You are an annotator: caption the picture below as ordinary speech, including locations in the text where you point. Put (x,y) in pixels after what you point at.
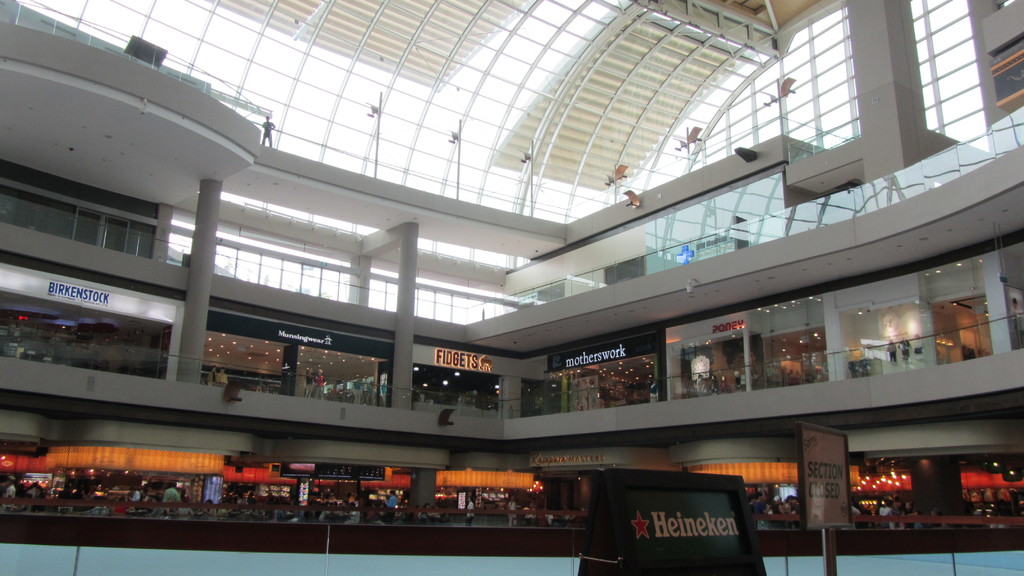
In this image I can see inside view of a building (377,245) and I can see number of shops (456,362). I can also see few pillars (408,292), few people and I can see something is written at few places.
